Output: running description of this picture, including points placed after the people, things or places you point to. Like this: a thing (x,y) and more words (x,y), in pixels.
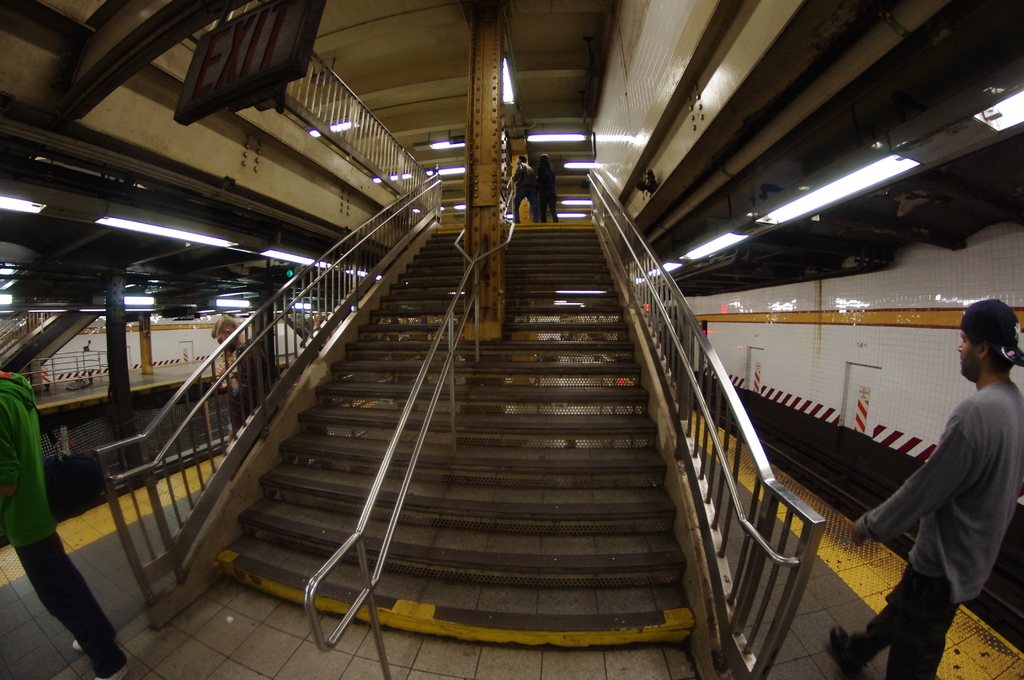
In this picture I can see a man (988,303) on the right side (909,504), there is a staircase (405,434) in the middle (463,434) and there are lights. At the top (308,7) I can see a board (238,97).
